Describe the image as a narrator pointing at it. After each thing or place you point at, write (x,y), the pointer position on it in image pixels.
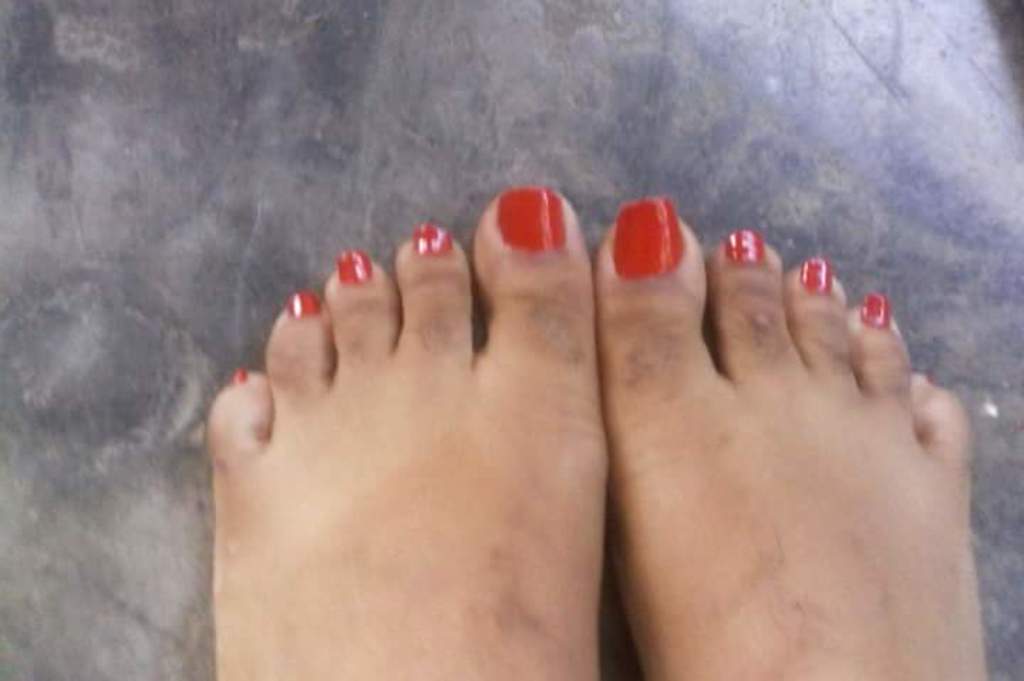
In this image I can see the legs (537,355) of a person (480,365).
